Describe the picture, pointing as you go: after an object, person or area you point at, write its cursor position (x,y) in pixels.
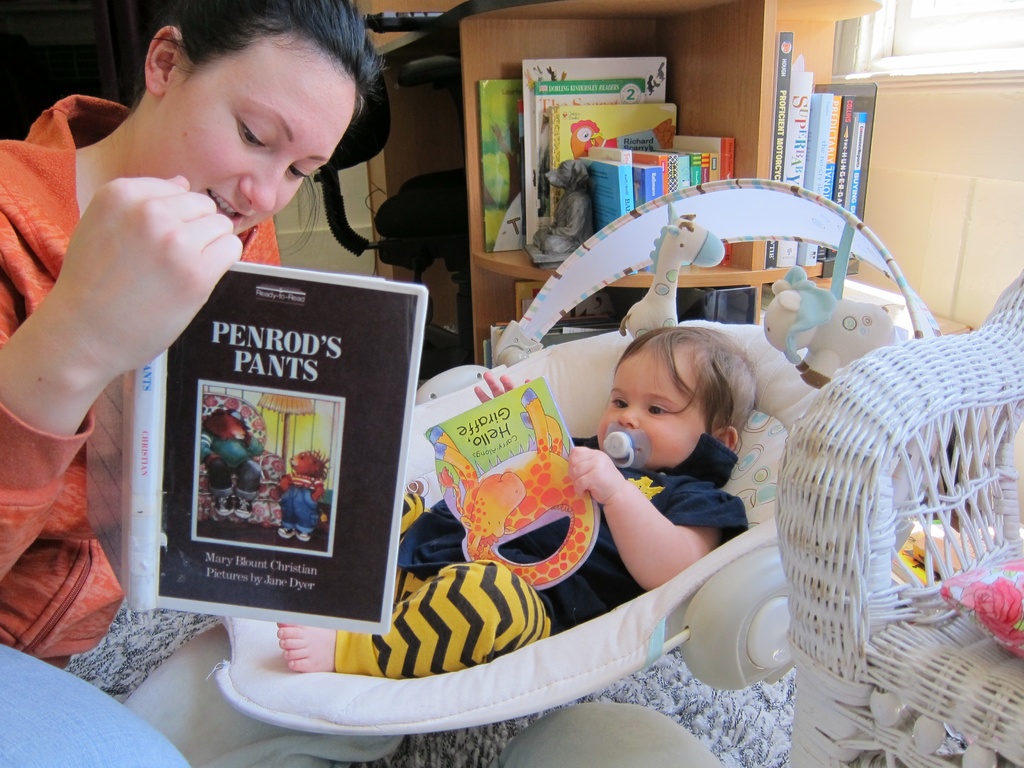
In this picture we can see a baby (698,374) in the cradle (592,627). On the left side (248,170) we see a lady (166,81) holding a book (323,411).
